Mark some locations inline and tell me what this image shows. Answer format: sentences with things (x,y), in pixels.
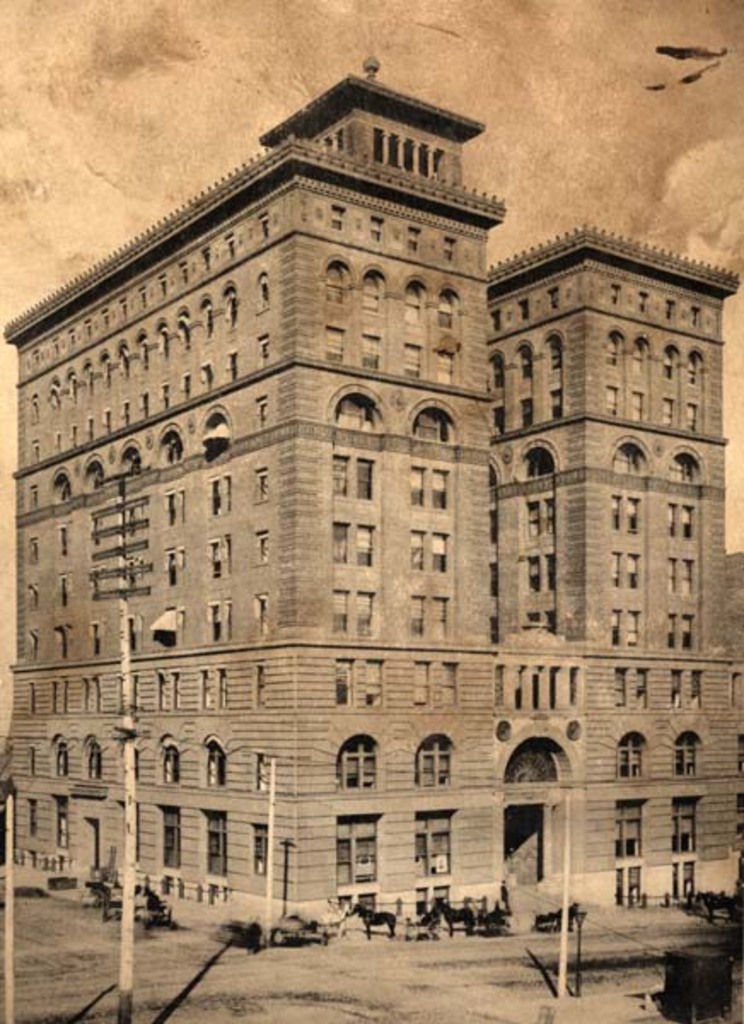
This is a black and white image. In the foreground (569,822) we can see the poles (581,955) and we can see the group of people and a horse cart (486,930) and there are some objects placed on the ground (518,910). In the center (396,414) we can see the building (614,480). In the background (188,52) there is a sky (171,65).
